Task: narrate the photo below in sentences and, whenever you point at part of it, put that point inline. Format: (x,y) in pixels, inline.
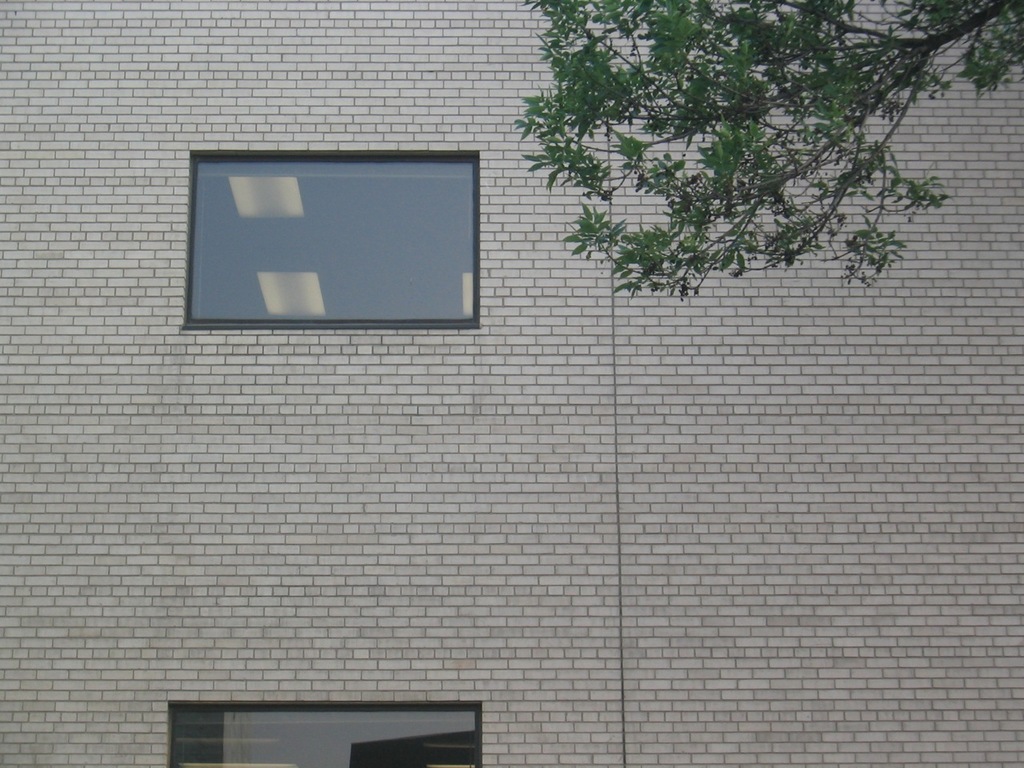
The picture consists of a brick wall (560,320). In the center of the picture (423,306) there are glass windows (309,712). On the right (818,163) there is a stem (868,171) of a tree (929,63).
